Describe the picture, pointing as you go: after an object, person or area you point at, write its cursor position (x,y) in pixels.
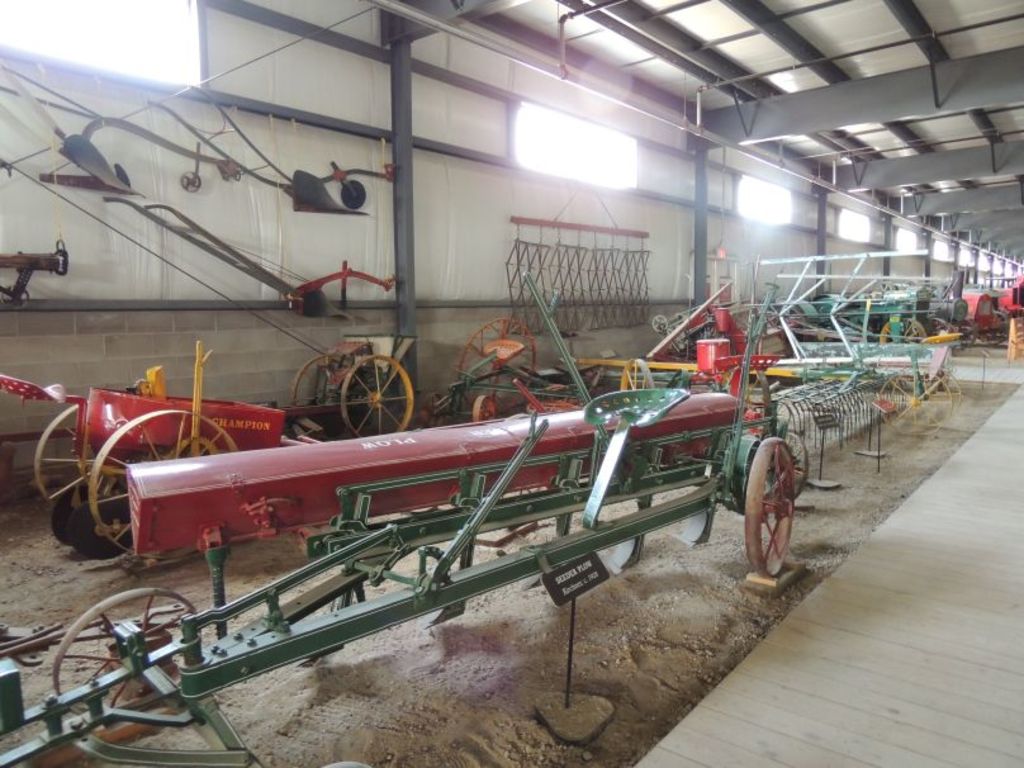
This picture shows the inner view of a shed (1011,135), some objects (879,160) attached to the ceiling (960,232), some objects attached to the wall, some boards (586,590) with text (571,578) attached to the poles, some objects (775,572) looks like vehicles (647,509) on the ground (692,558), some objects (963,323) on the ground (998,353) and one wooden object (985,530) on the bottom right side of the image (1018,720).
